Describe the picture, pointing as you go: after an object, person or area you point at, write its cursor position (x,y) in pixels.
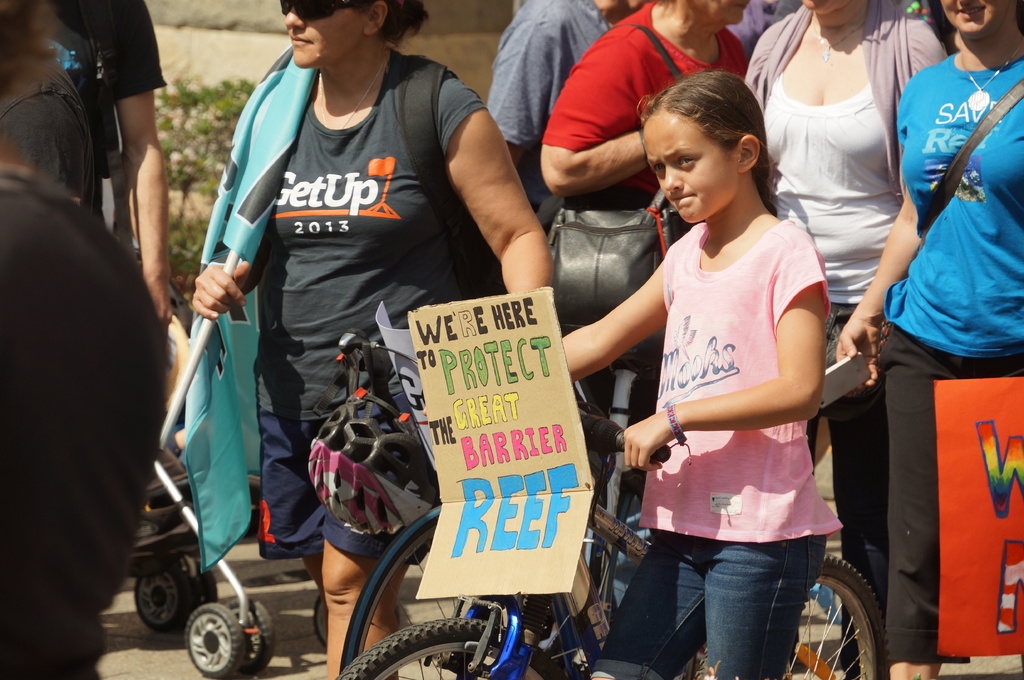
In the foreground of the picture (605,294) there are people (624,129), bicycle (393,632), cart (173,526), few are holding placards (1010,463) and flag (239,170). In the background (200,67) we can see a plant (215,135) and wall (250,74).
